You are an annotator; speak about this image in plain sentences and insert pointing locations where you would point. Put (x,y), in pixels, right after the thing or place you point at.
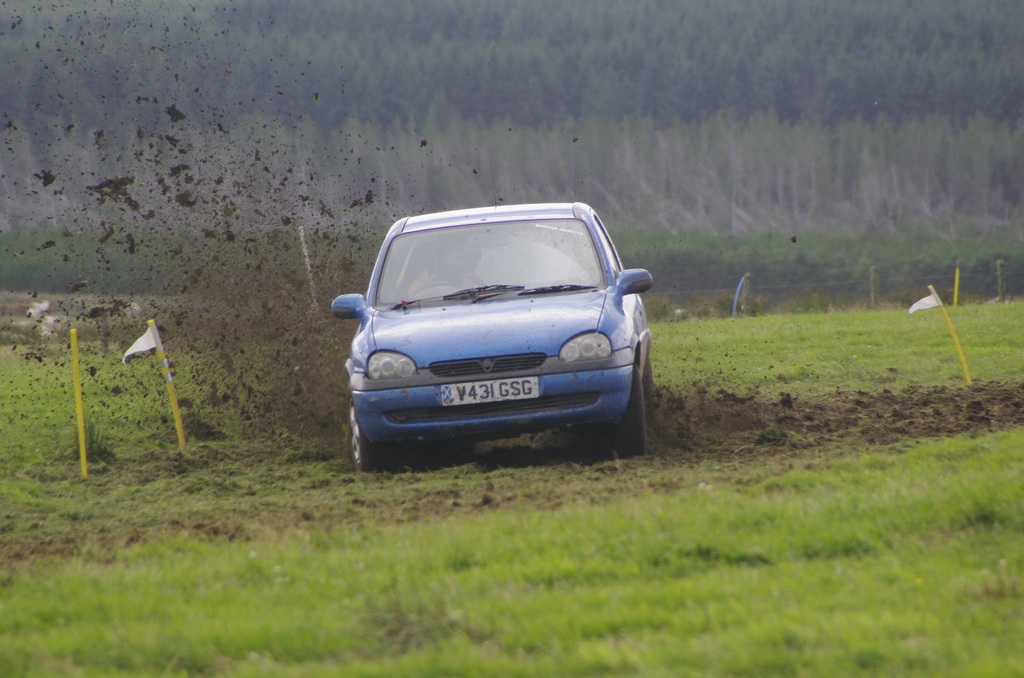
In the image there is a car (505,342) and a lot of sand (301,385) is dispersion around the car (616,422), the land (820,659) is covered with grass (441,518) and in the background (320,122) there are many trees (592,180).
